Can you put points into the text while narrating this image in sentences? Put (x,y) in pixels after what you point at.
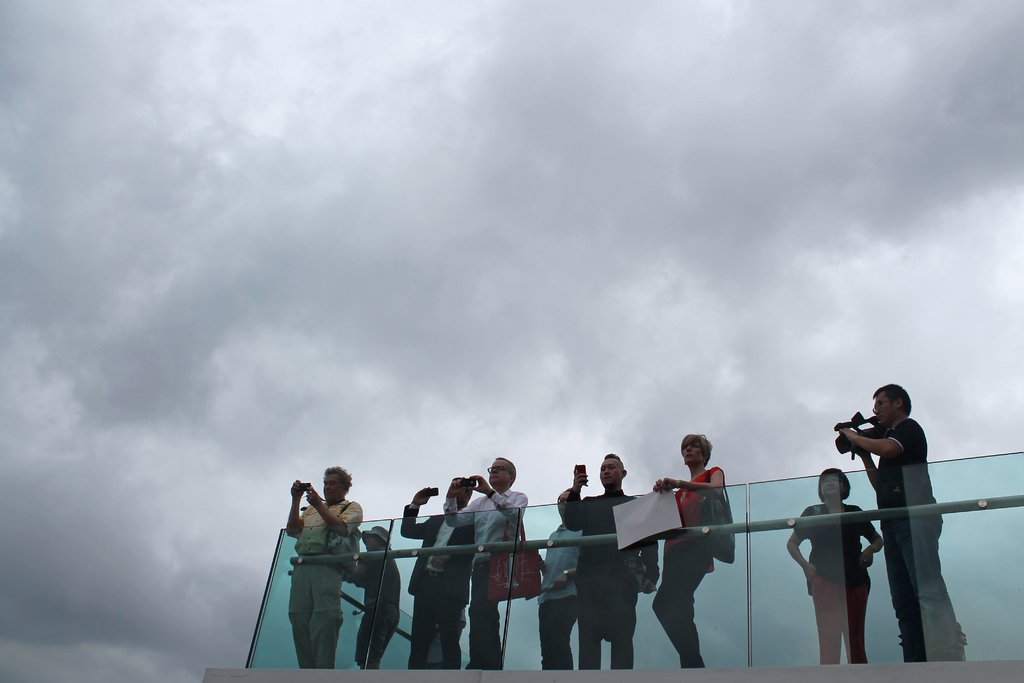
In this image I can see some people (383,610) are standing. In the background (493,309), I can see the clouds (506,223) in the sky (343,244).
